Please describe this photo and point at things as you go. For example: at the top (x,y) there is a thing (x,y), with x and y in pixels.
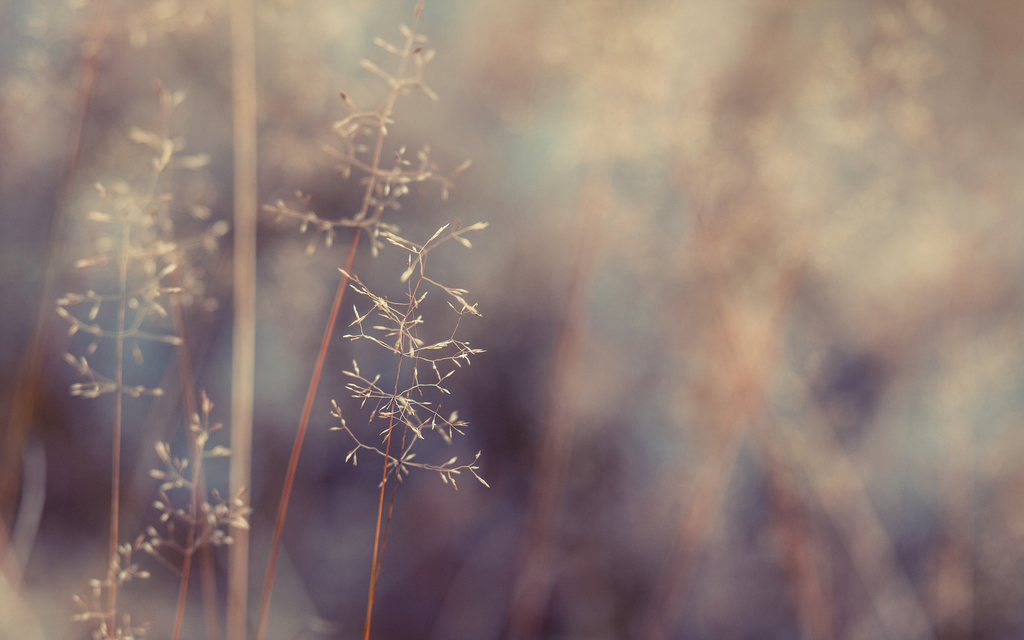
In this picture I can observe plants (242,134). The background (775,367) is completely blurred.
